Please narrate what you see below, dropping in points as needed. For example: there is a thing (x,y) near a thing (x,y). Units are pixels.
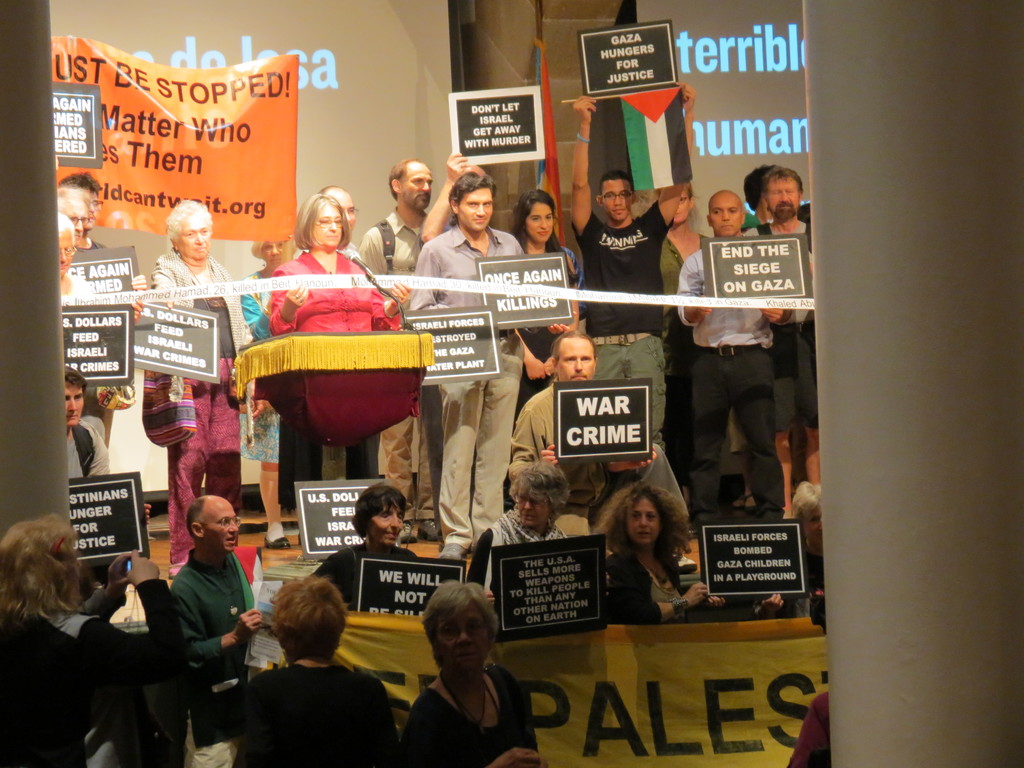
In this picture I can see couple of people (195,569) holding boards (308,498) in their hands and on the right (848,337) and left side of the image (26,332) I can see two pillars (825,313). Here is a man (688,127) who is holding a flag (655,128) along with the board (626,90). I can see two screens (347,106) on the left (332,98) and right side of the picture (742,79) and I can see a banner (235,124) on the left side screen (317,106) and I can see a banner (680,716) at the bottom of the picture (682,716).
